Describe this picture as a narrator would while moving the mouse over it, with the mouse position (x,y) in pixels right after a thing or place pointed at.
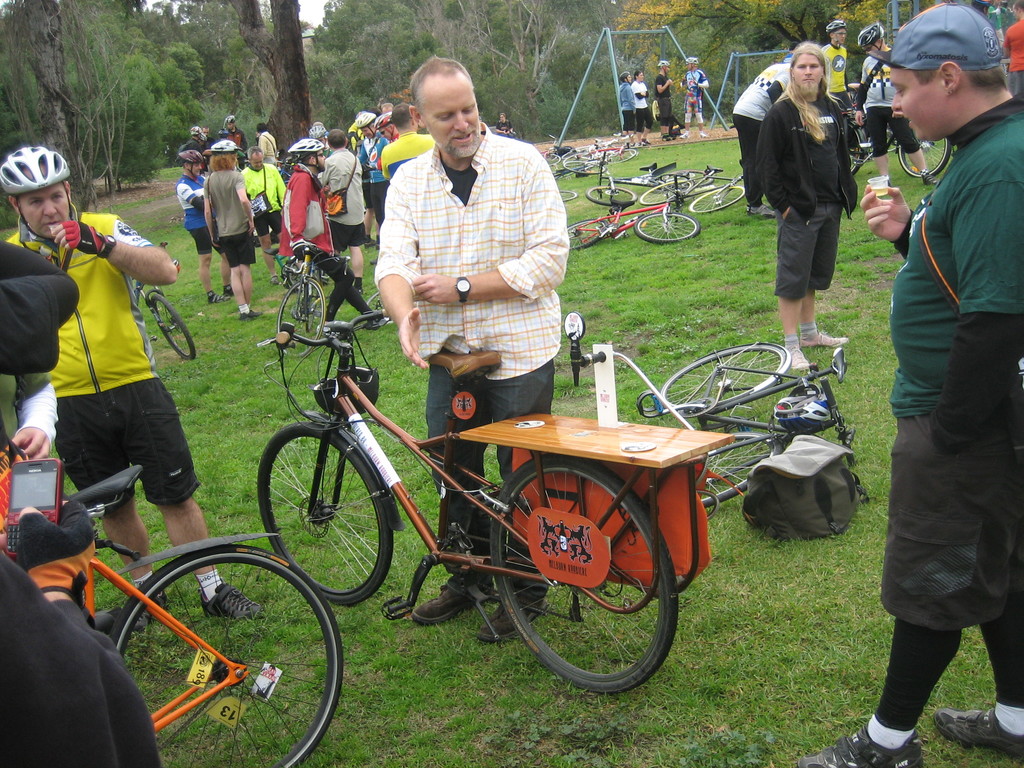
In this image we can see so many people (129,292) and bicycle (698,193) on the grassy land (715,659). At the top of the image (23,80) trees (345,54) are there.
